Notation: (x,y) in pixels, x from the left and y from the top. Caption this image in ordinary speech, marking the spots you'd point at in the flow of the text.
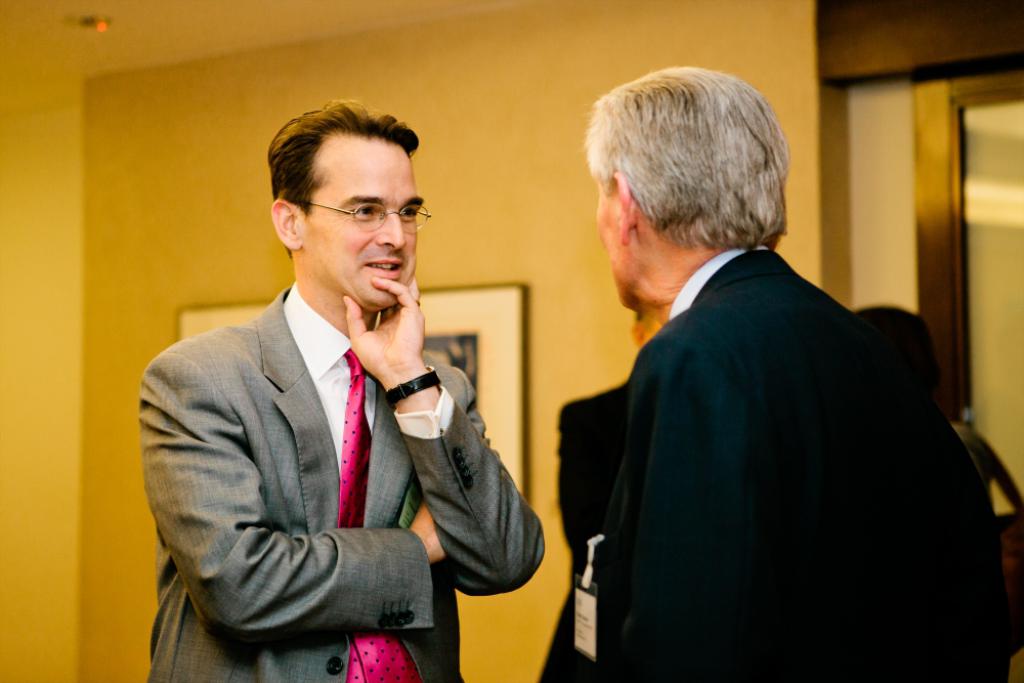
In the center of the image (670,444) some persons (305,443) are standing. In the background of the image (543,146) we can see wall (542,220), photo frame (500,371), door (952,189) are there. At the top of the image (93,33) light (97,19) and roof (206,34) are there.
